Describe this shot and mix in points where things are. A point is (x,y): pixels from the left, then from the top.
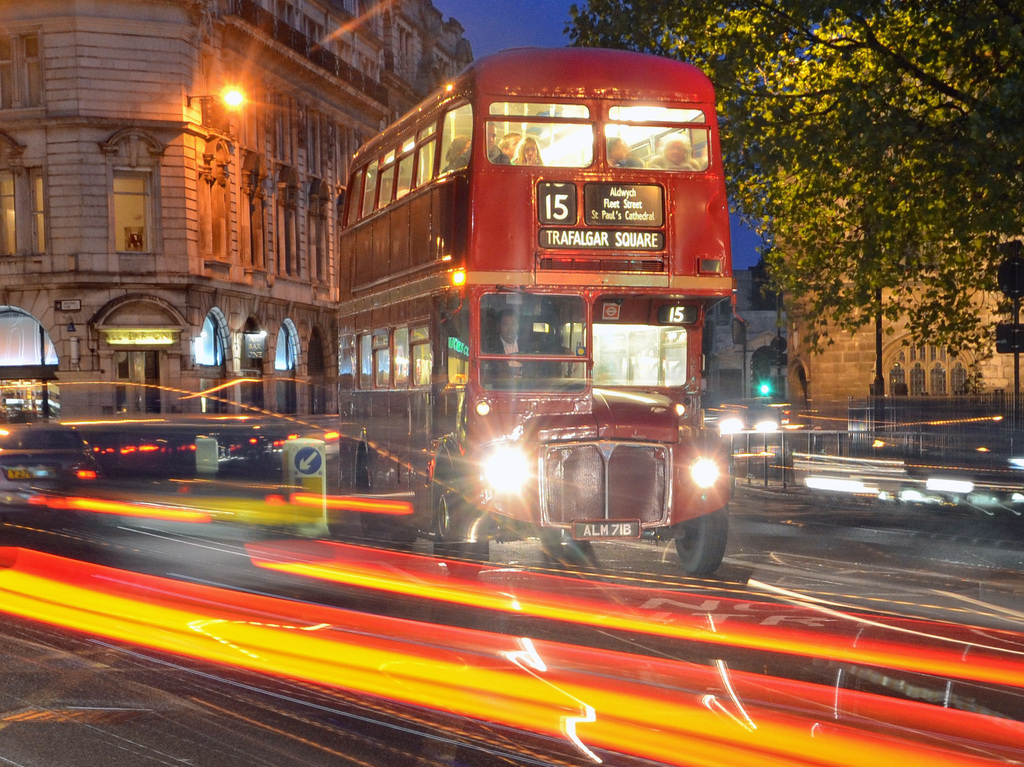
In this picture we can see a bus (677,233) and a car (90,492) on the road (915,571), fence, lights (727,431), buildings (297,100) with windows (36,211), tree (974,76) and in the background (520,8) we can see the sky (535,11).
